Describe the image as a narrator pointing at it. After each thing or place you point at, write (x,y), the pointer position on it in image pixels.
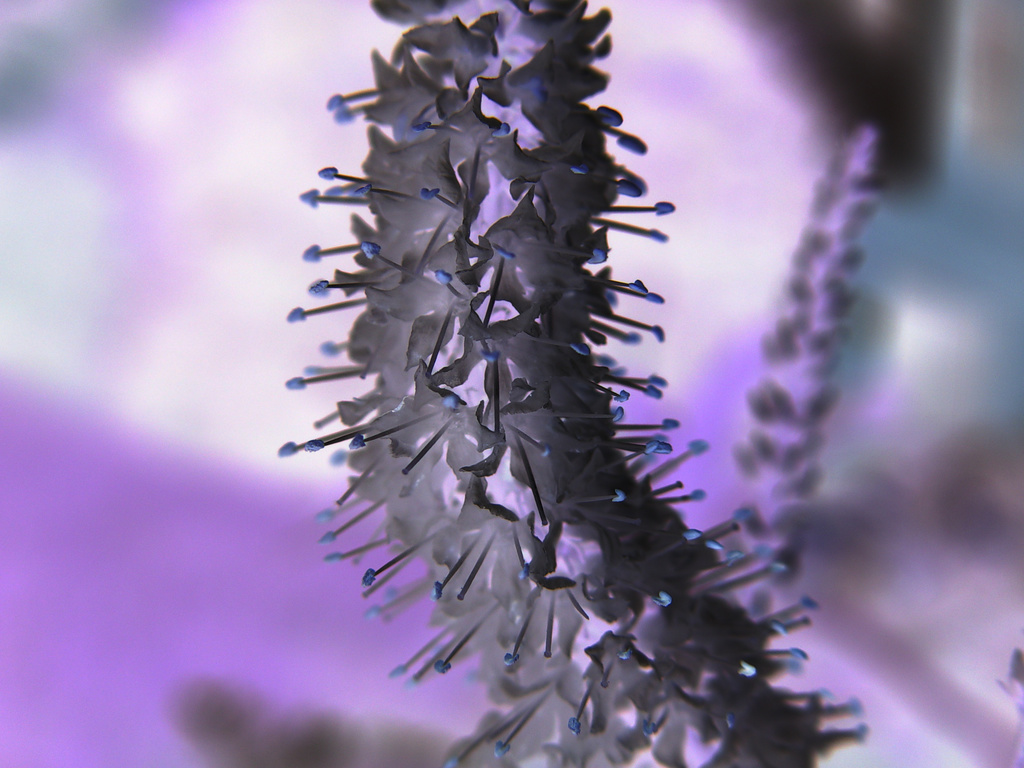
This is an edited image. The picture consists of flowers (578,427). The background (929,565) is blurred.
